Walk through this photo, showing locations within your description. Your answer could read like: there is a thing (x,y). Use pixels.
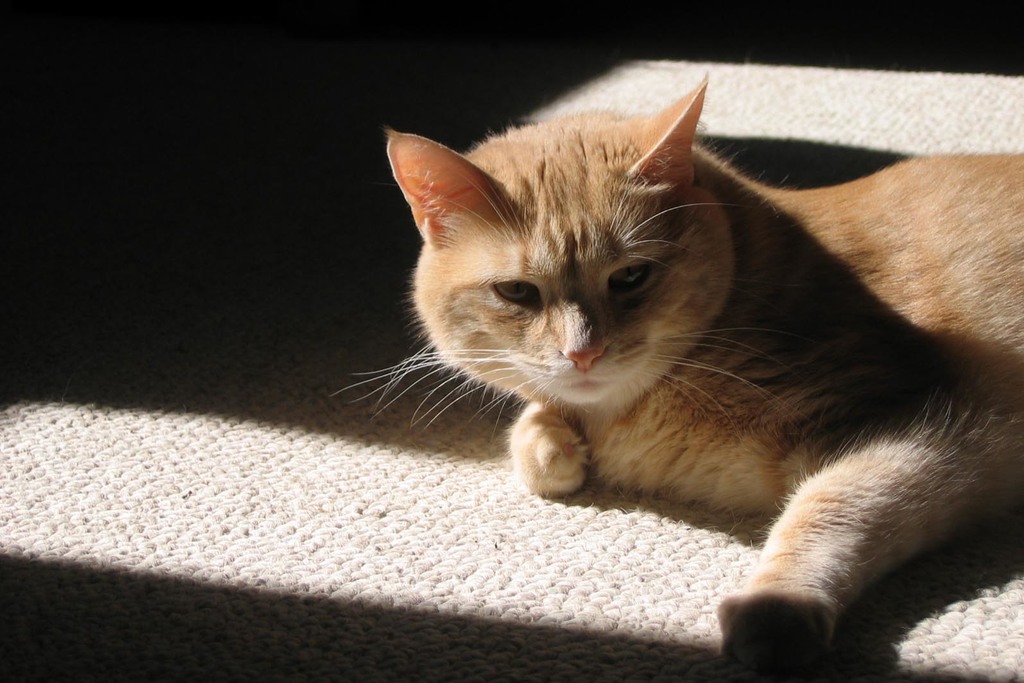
In this picture I can see there is a cat (695,170) lying on the floor (486,508) and it has brown fur (732,399) and there is a carpet (324,485) on the floor (358,486).
